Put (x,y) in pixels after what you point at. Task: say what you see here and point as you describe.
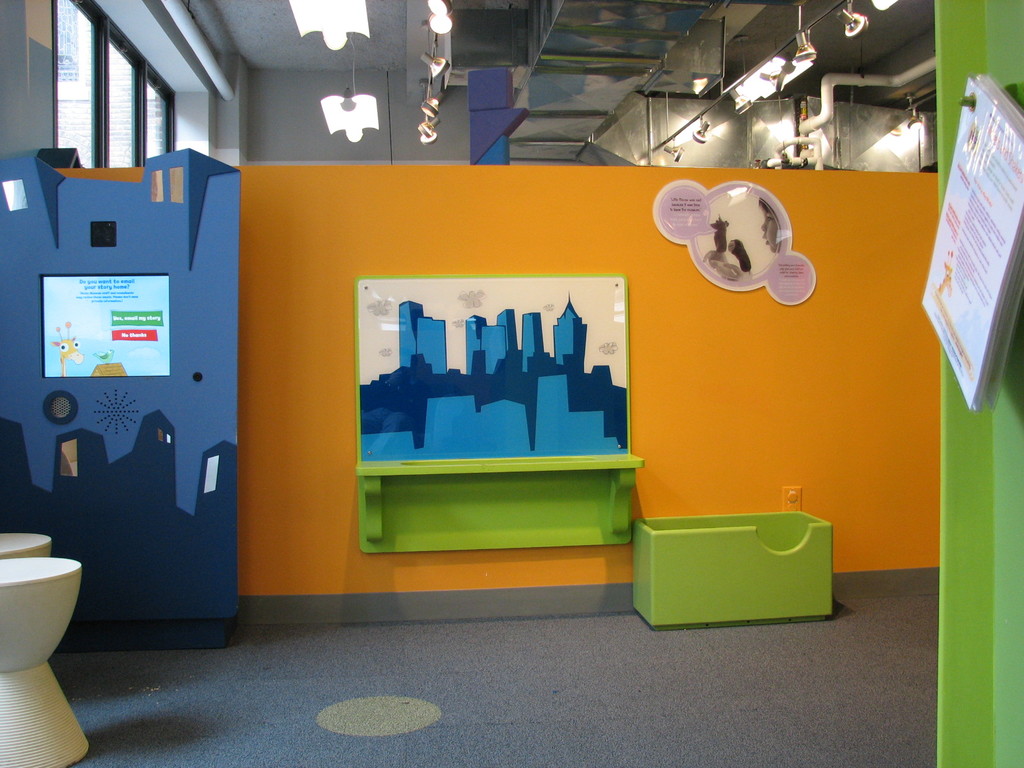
This picture is clicked inside. On the left (37,703) we can see the stools (35,643) and a green color object (702,564) placed on the ground (596,619) and we can see the pictures (543,311) of buildings (458,416) on the wall (843,333) and there are some papers (985,187) hanging on the wall (943,104). At the top (497,50) there is a roof (419,46) and we can see the ceiling lights (442,66), metal rods (810,148) and the window (58,144).
